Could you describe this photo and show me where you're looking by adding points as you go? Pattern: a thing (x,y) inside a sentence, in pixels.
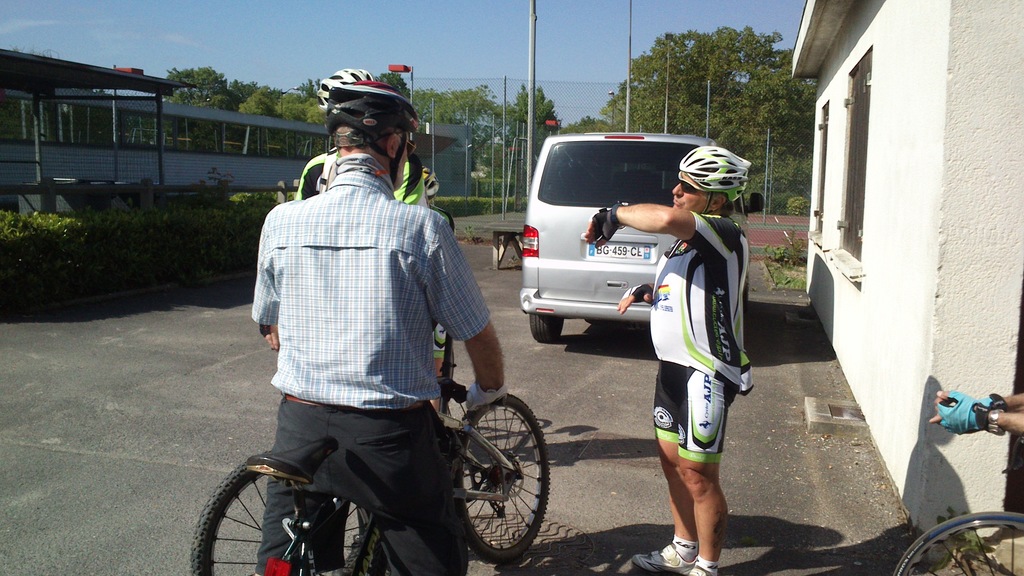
Here we can see a person (309,346) sitting on the bicycle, and in front (694,229) here a person (695,202) is standing, and here the car (606,164) is on the road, and here are the trees (722,73), and here is the fencing (527,124), and at above here is the sky (292,67).
